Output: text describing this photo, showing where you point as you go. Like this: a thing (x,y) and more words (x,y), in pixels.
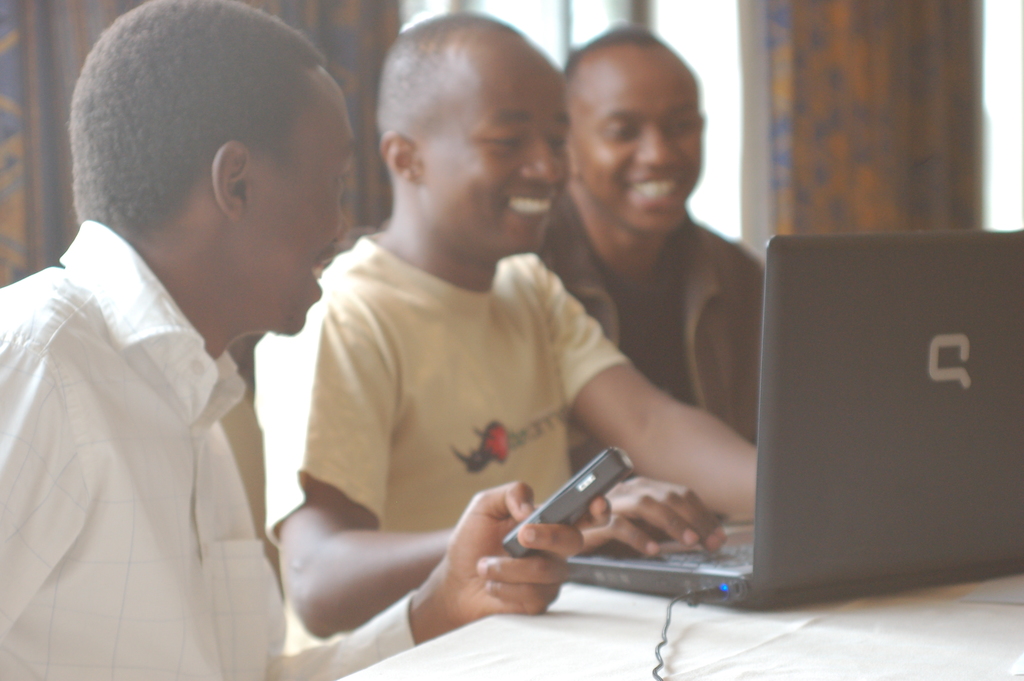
In the image there are three men (561,190) sat and smiling, in front of them there is a laptop (795,516) and man (513,560) in front (536,537) holding cellphone (574,510).
